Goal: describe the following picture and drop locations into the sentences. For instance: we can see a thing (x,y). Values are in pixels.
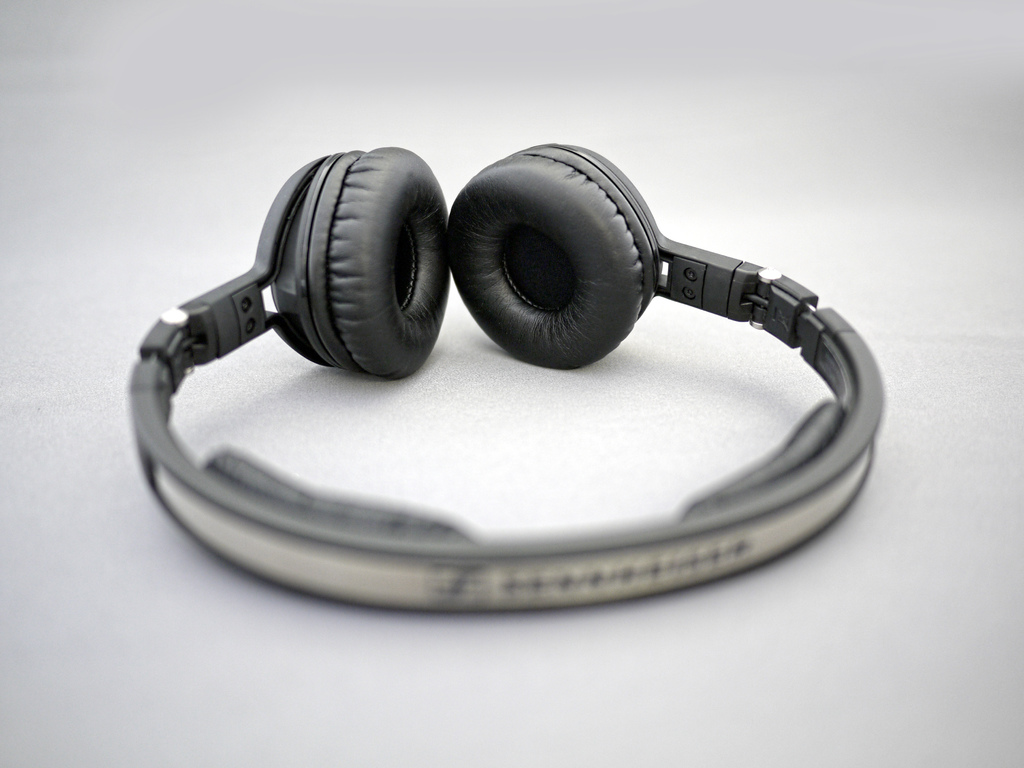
In the picture I can see the headset (188,458).
